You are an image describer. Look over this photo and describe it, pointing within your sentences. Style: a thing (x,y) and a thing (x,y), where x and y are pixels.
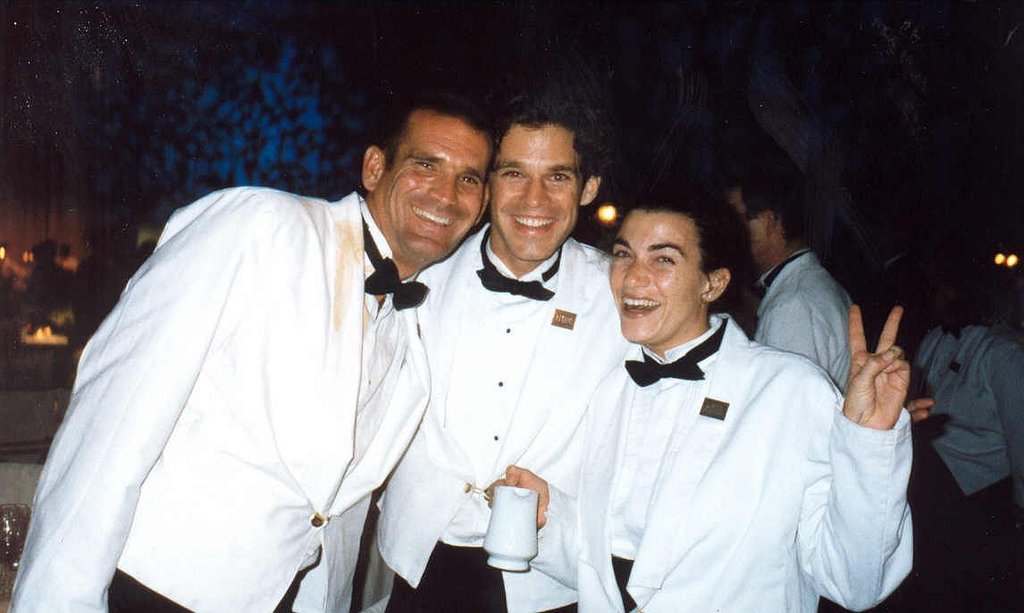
In this image we can see people (393,471) standing on the floor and smiling.
